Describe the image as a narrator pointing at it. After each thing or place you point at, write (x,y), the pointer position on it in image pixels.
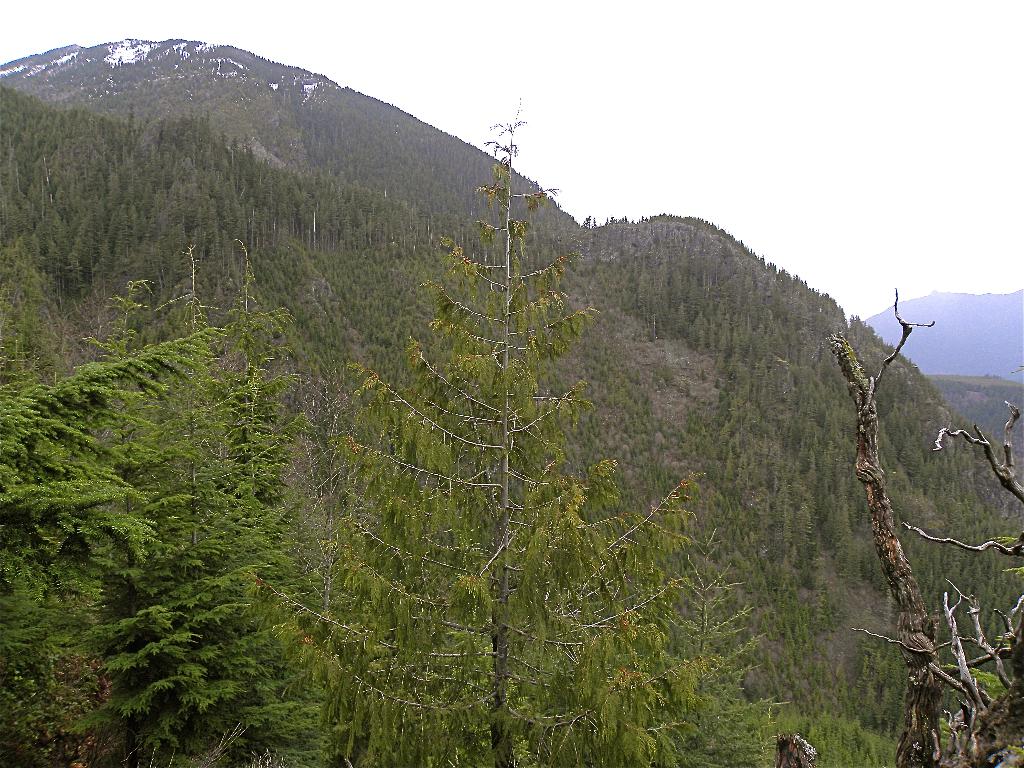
In this image we can see trees (447,317). In the back (599,349) there are hills (599,349). In the background (675,83) there is sky (878,54).
